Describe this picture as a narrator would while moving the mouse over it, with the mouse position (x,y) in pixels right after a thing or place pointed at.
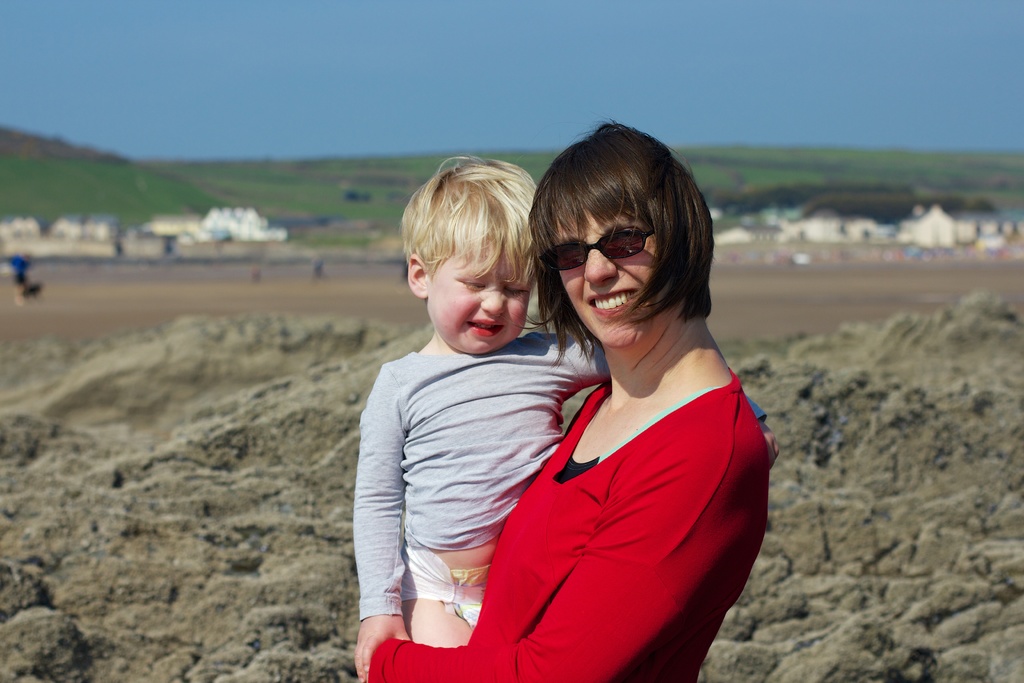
In the picture we can see a woman (631,468) standing and holding a child (359,559), she is in a red T-shirt (698,616) and smiling and behind them, we can see a rock surface (13,374) and behind it, we can see sand surface (354,301) and some houses (21,237), and hills (237,188) with a grass surface (360,183) and behind it we can see a sky (248,151).
